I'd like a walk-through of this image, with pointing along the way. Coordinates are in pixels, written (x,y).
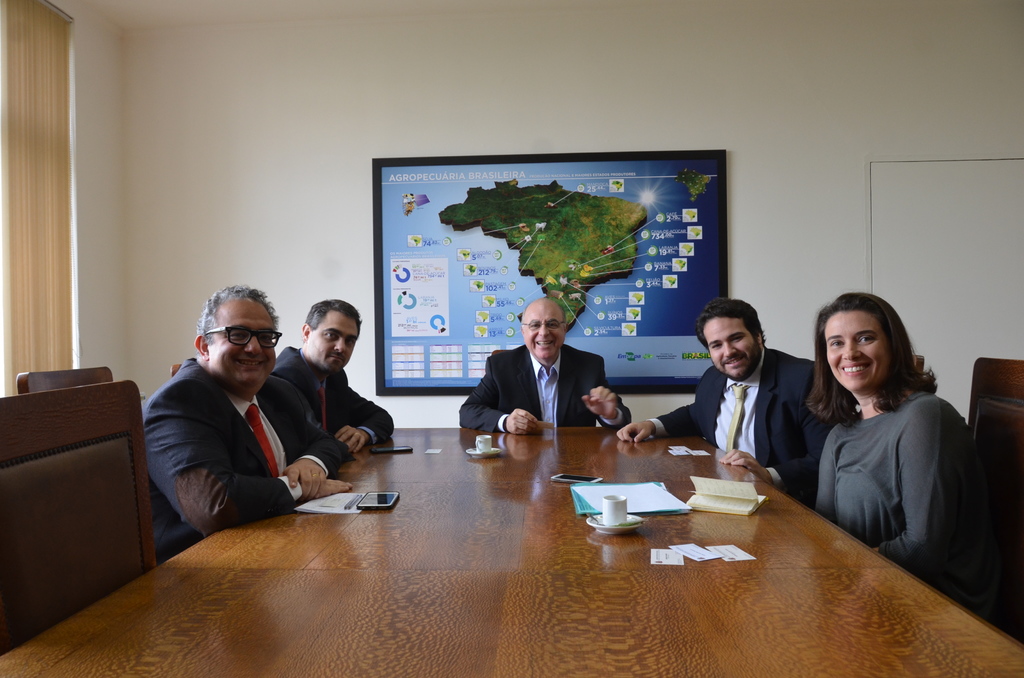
Inside picture. This people (270,470) are sitting on a chair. In-front of them there is a table (343,545). On a table (751,523) there is a cup (615,506), saucer (620,519), file (644,511), book (741,485) and a mobile (579,478). Backside of this person (560,371) there is a board (633,192). In this board (455,347) we can able to see a map (538,189). The wall (245,162) is in white color. Curtain (60,243) is in cream color. This man (202,355) wore spectacles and suit (246,426). This woman (915,447) is smiling.
